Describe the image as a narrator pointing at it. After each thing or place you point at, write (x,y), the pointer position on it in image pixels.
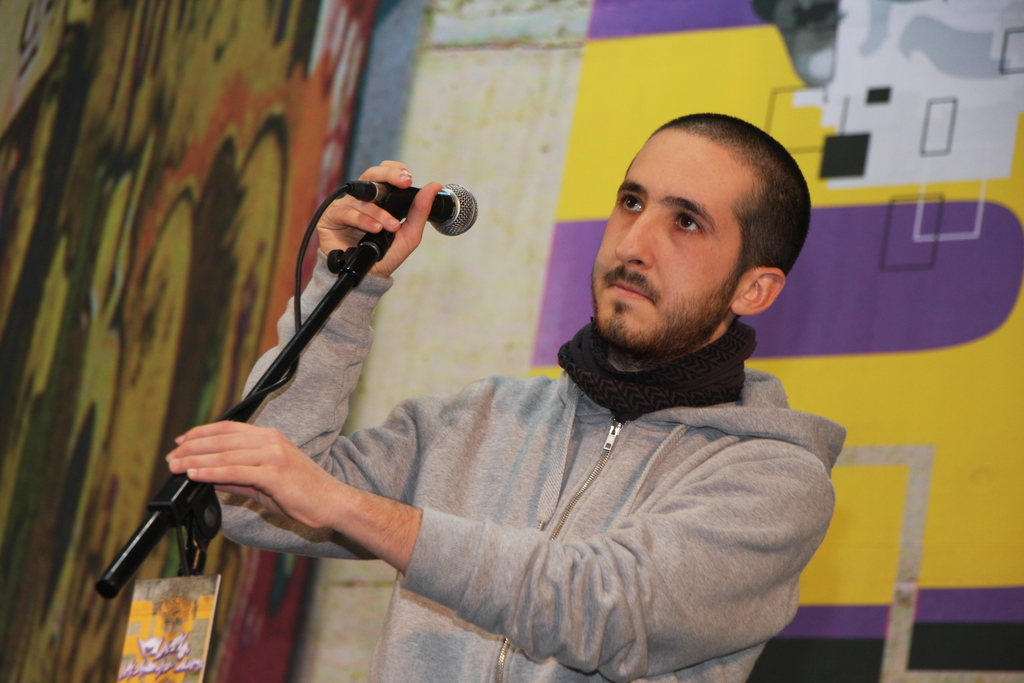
In this image can see a man (596,549) wearing jacket (590,518) and holding a mike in his hands (265,466) and looking at the left side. In the background (346,95) there is a wall (221,126).
